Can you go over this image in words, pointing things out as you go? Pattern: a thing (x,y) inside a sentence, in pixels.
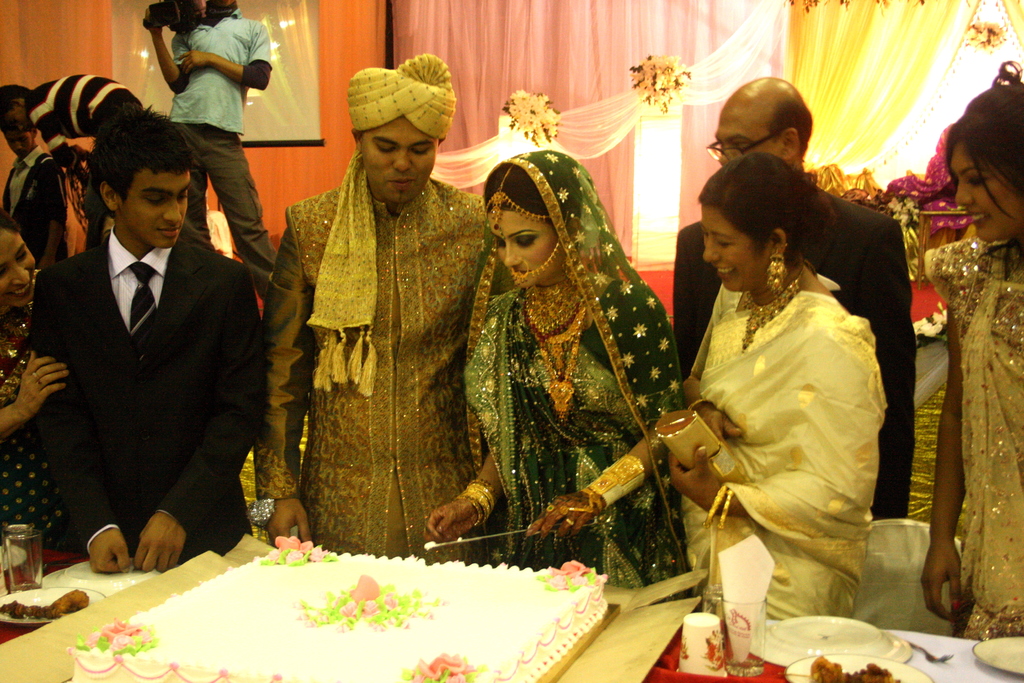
In this image I can see number of persons (752,413) are standing in front of a table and on the table (734,677) I can see few plates (906,643), few tissues (752,556), few glasses (731,617) and a cake (409,626) which is white, green and pink in color. In the background (215,144) I can see a person (248,52) standing and holding a camera (198,17) and few curtains (521,37) which are pink, orange and yellow in color. I can see few flower bouquets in the background (533,127).
